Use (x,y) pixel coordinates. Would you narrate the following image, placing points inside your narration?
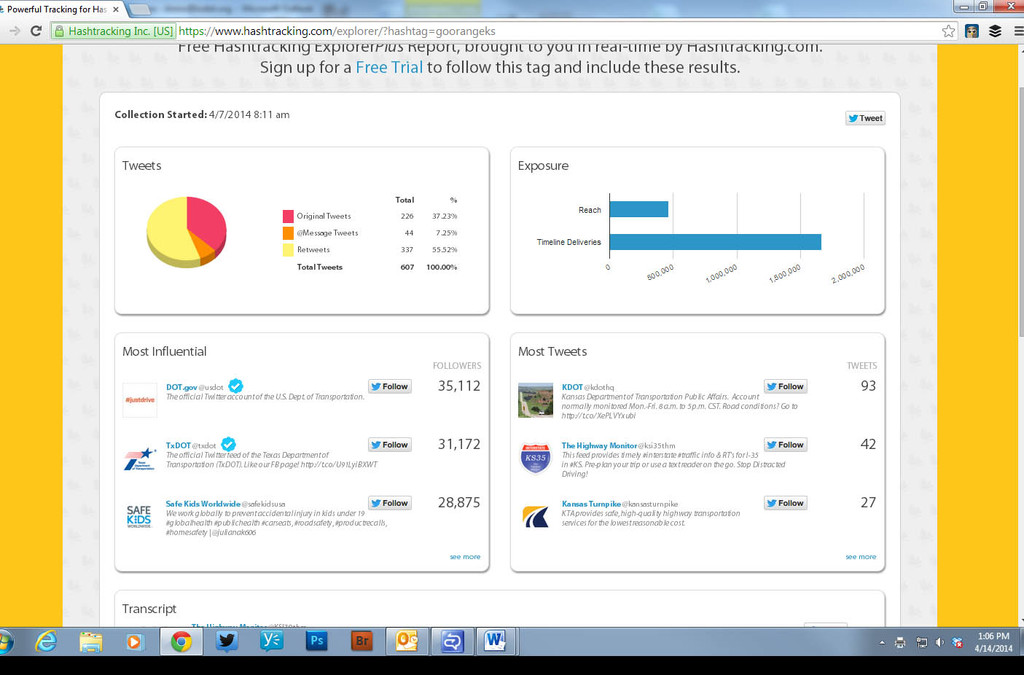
This is the screen (105,203) of a monitor (201,458), where we can see graphs (608,210), text (299,28), link (401,28), few buttons (1001,8) and the icons (532,464) in this image.
